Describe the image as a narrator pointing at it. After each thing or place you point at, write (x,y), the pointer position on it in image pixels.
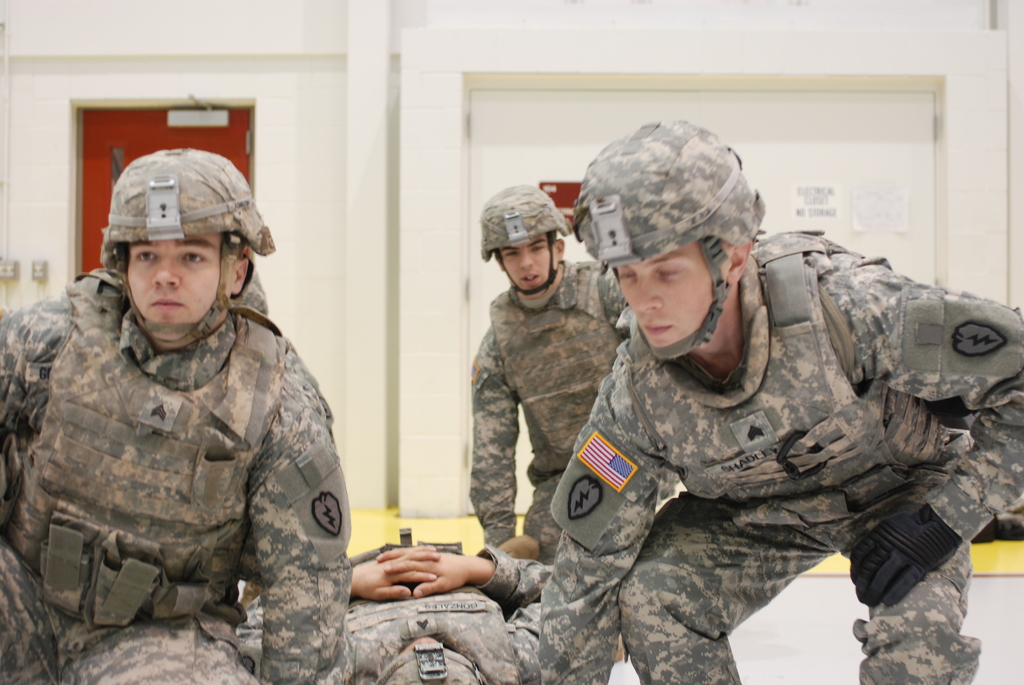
In this image, we can see few people (361,593) are in military uniform (326,588). Here a person (438,572) is lying. Background (302,187) we can see wall (311,234), door (243,165), posters (905,211) and few objects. At the bottom of the image (800,645), we can see a floor (800,647).
